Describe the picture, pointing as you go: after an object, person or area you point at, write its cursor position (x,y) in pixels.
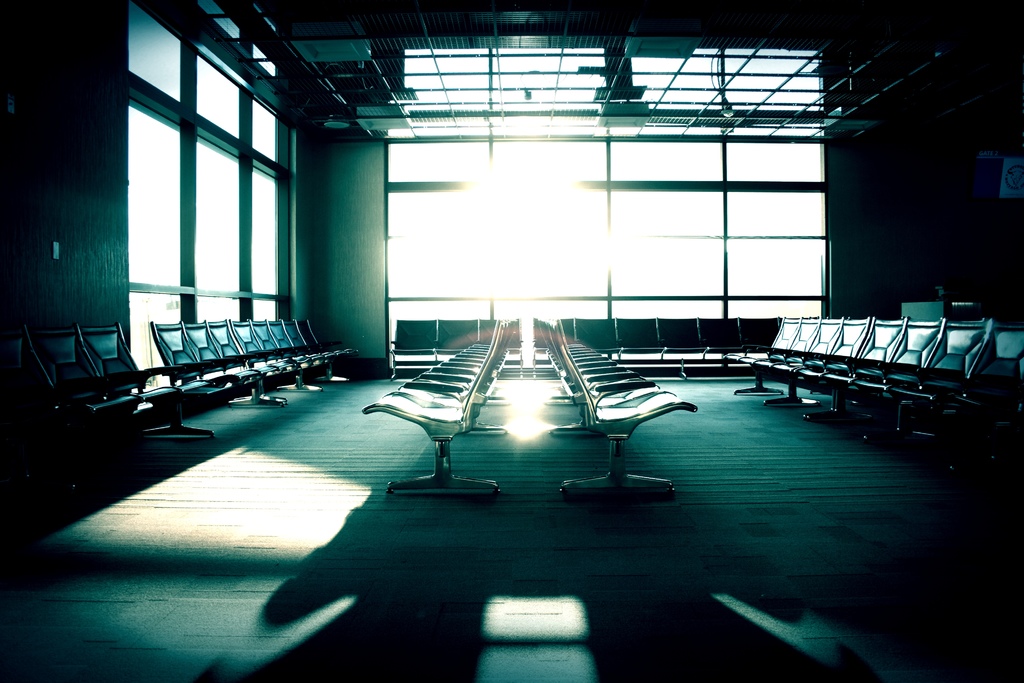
At the bottom (352,496) in the middle (485,327), left and right we can see chairs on the floor (949,544). In the background (315,260) we can see wall (306,214), glasses (490,186) and on the right side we can see a TV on the wall (978,240) and objects (922,310) on a table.
